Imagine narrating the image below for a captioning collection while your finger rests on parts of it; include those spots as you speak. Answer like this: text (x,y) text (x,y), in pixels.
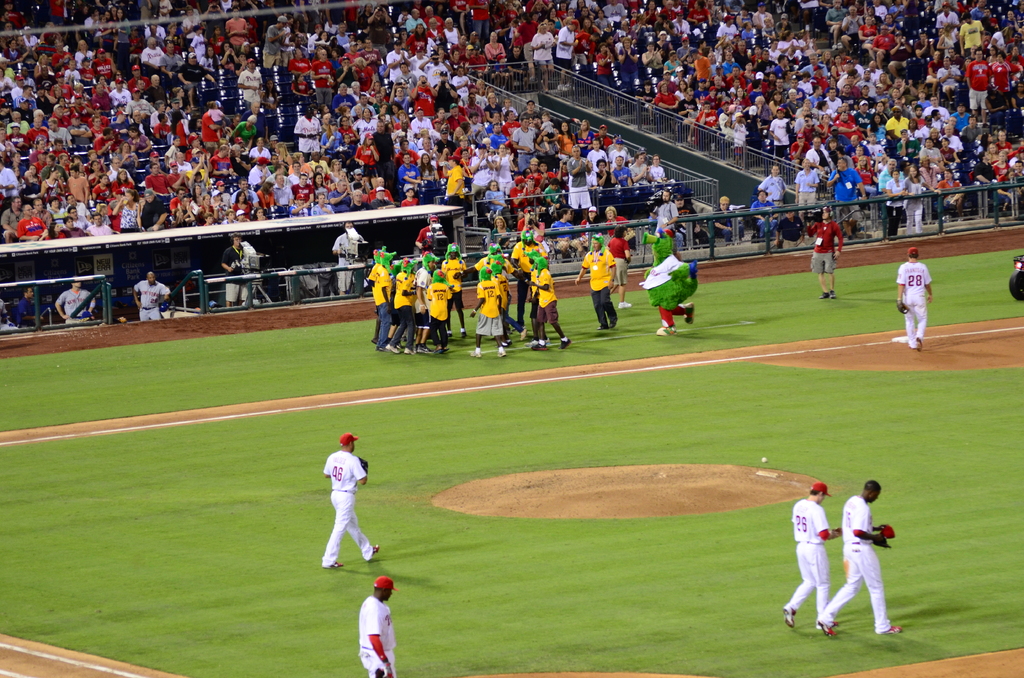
In this image we can see some group of persons (928,277) wearing different colors dresses (398,326) standing in the ground (404,388) playing some sport and in the background of the image (71,120) there are some spectators (379,199) who are sitting on chairs (178,80).
